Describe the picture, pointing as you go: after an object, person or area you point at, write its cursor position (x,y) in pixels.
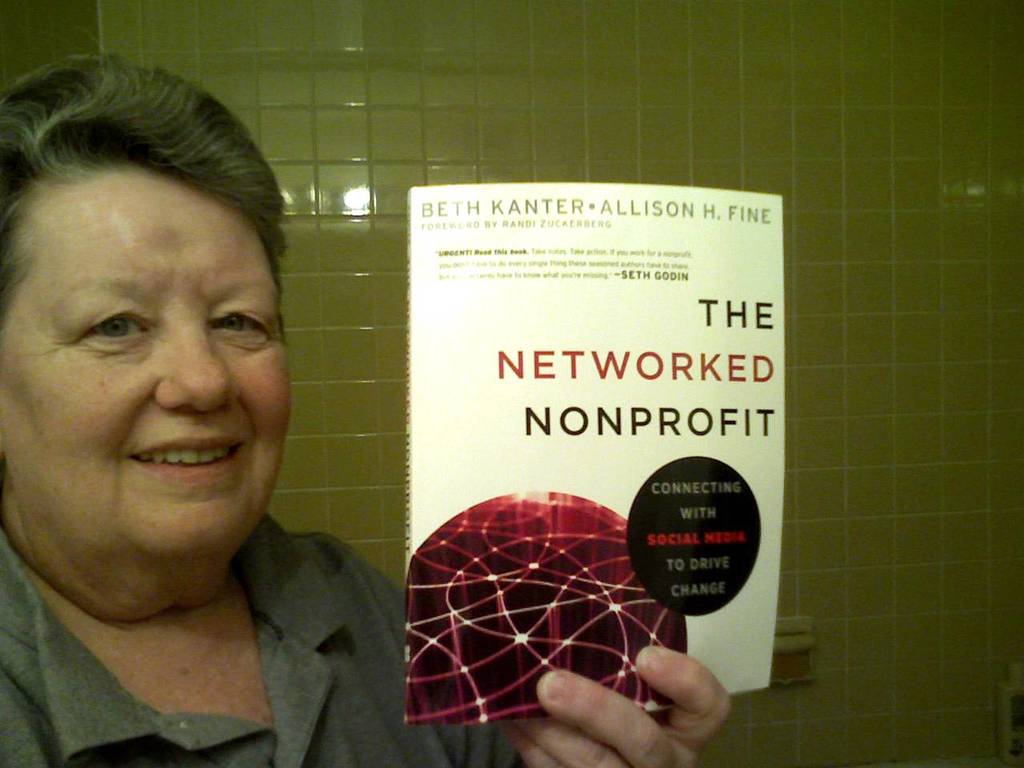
In the foreground of this picture (439,634), there is a person (284,629) holding book (693,623). In the background (477,126), there is a wall (401,85).
